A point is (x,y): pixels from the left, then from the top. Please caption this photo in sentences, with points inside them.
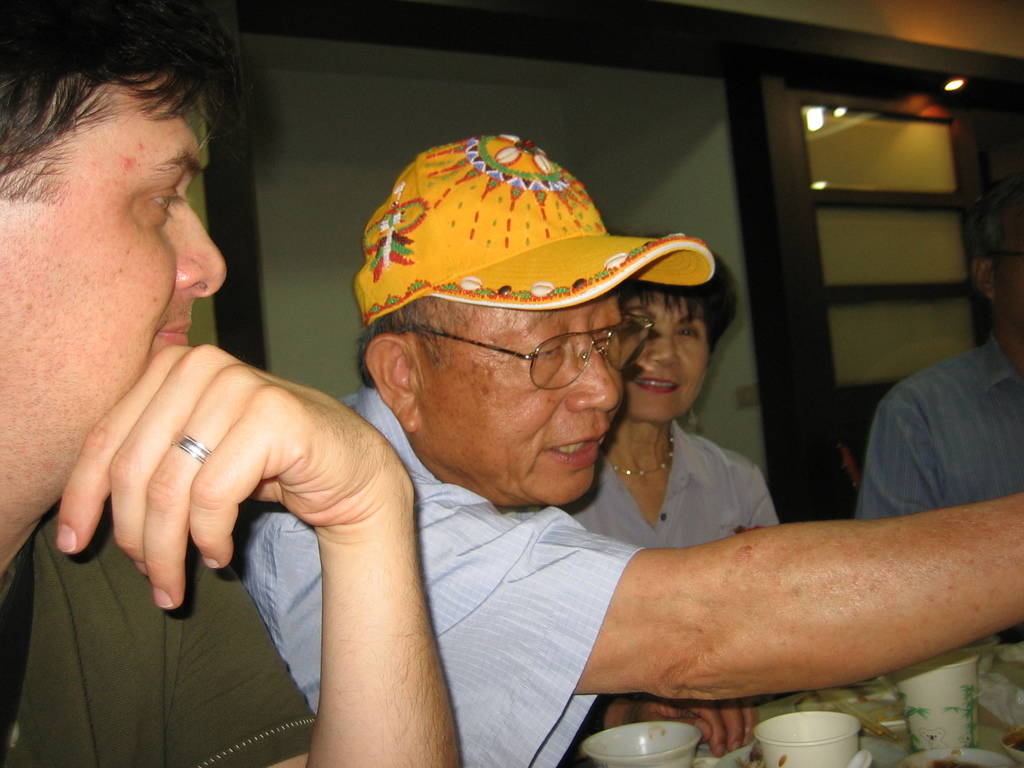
On the left side (123,595), there is a person (105,714) sitting and watching something. Beside this person (247,757), there is another person (501,355) wearing a yellow colored cap (596,295), speaking and sitting in front of a table (670,731) on which there are cups (961,706) and other objects (990,673). In the background (727,290), there is a woman (618,411), a man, there are lights (807,119) and a wall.
